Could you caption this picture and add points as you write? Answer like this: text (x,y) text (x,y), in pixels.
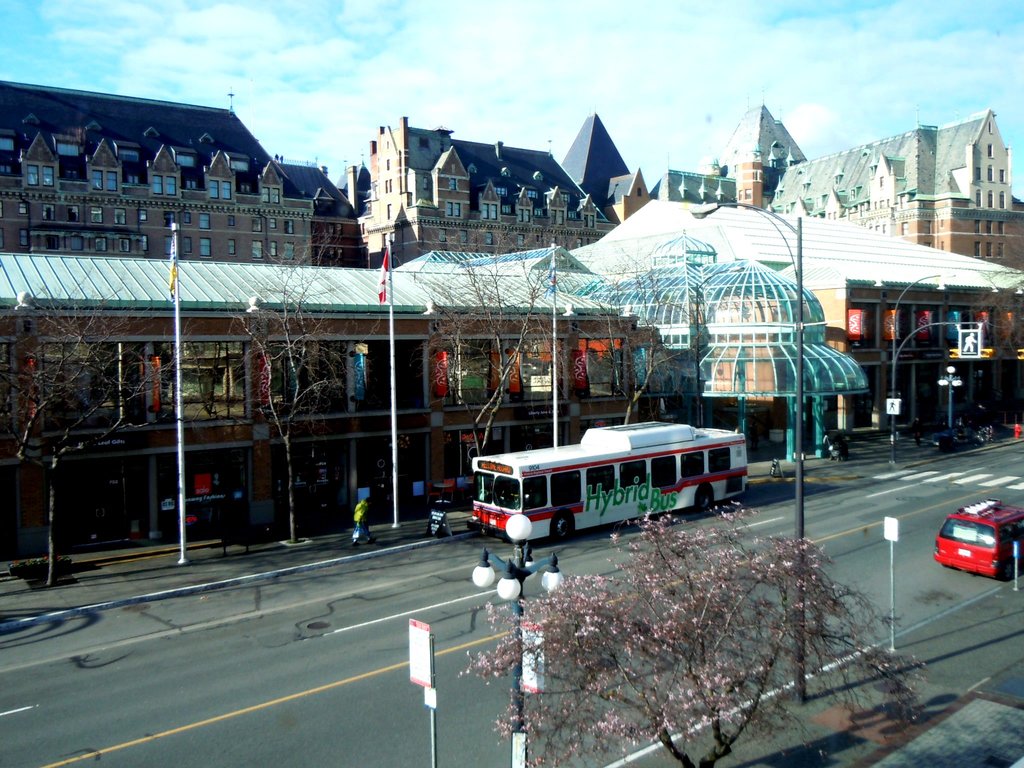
In this image we can see group of vehicles (546,509) parked on the road (462,619). In the foreground of the image (714,734) we can see trees (645,652) and a pole (524,591) containing lights (509,592) on it. In the background (128,387), we can see a group of poles (972,322), trees (143,382), buildings (331,452) and the cloudy sky (557,149).
